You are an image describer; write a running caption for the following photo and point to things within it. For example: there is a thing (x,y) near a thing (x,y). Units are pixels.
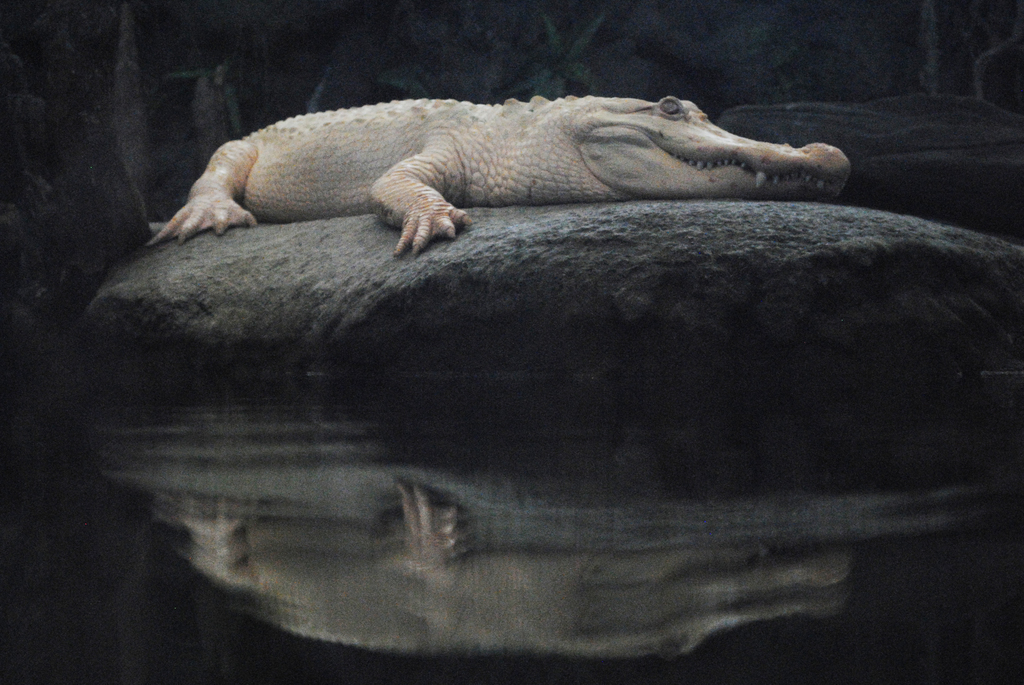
In this image we can see a crocodile (470,166) on the rocks (642,275). At the bottom (493,532) there is water (680,595).
